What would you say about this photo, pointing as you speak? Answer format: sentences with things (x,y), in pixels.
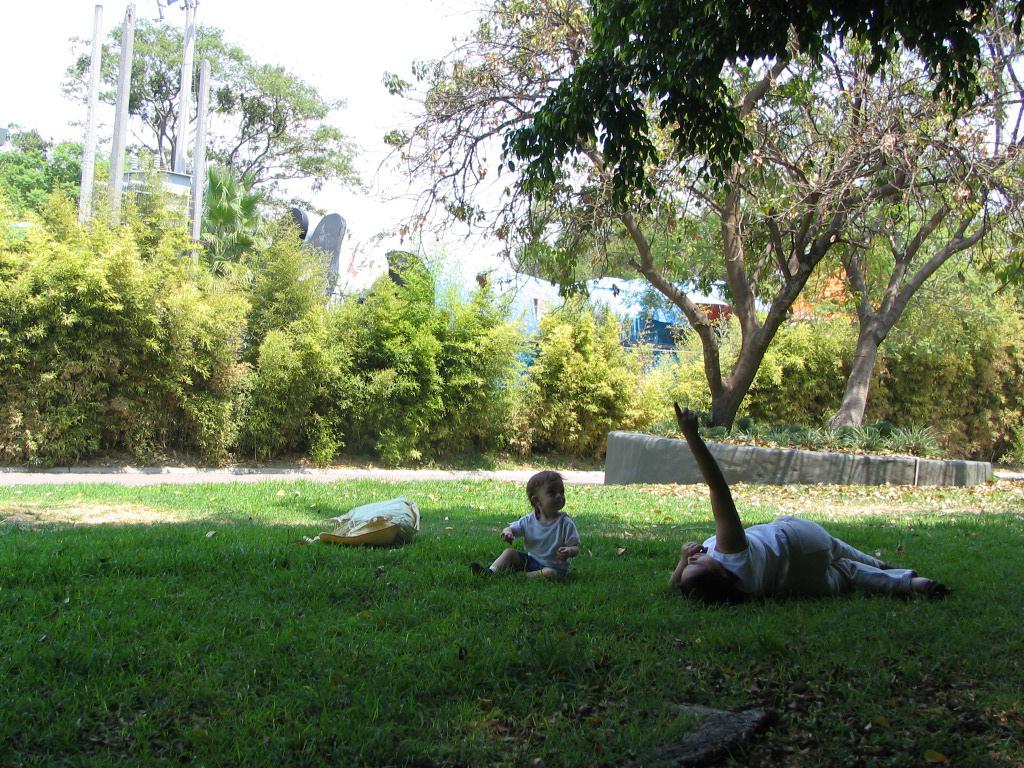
In this image we can see a woman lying down on the grass (421,582). We can also see a child (517,561) and a bag (363,532) beside her. On the backside (445,223) we can see a group of trees (708,323), plants (446,356), poles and the sky (386,242) which looks cloudy.
